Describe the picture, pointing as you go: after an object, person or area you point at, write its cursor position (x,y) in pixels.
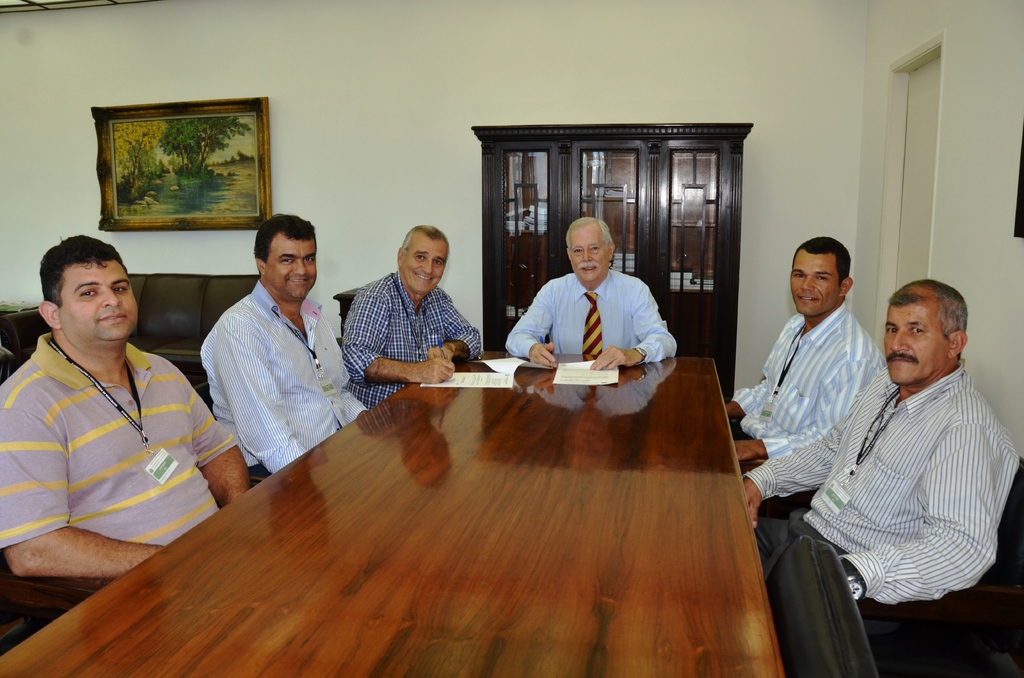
There are group of people (949,500) sitting in front of a table (536,430) and the background wall (453,42) is white in color.
